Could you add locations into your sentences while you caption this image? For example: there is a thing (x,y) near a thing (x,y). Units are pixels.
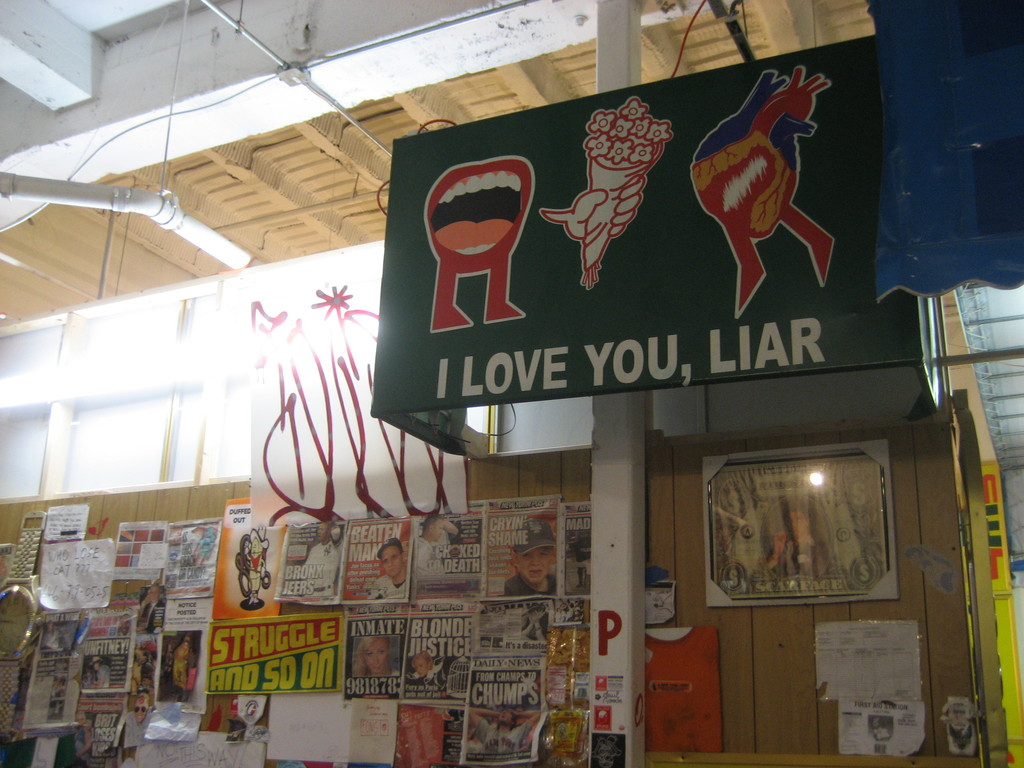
This image is taken indoors. At the top of the image (152,51) there is a roof (192,64) and there is a pipeline (164,220). In the background (221,342) there is a wall (699,558). There are many posters (277,577) with text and images (184,541) on the wall (676,529). There is a clock (19,597) on the wall (23,616). On the right side of the image (790,362) there is a board (606,290) with a text (613,372) on it.
